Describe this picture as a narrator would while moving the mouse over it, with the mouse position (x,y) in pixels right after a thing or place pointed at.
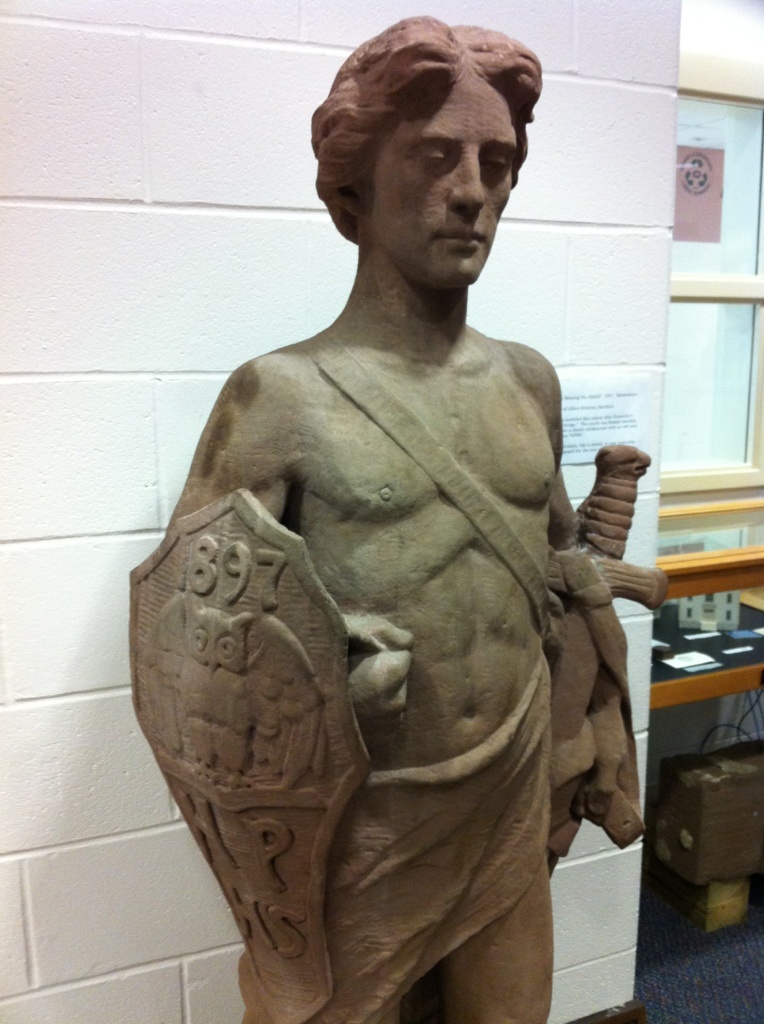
In this image I can see the statue (376,480) of the person (399,555) holding the shield (164,650) and the knife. To the right (683,638) I can see the table (687,684) and the window (725,357).
